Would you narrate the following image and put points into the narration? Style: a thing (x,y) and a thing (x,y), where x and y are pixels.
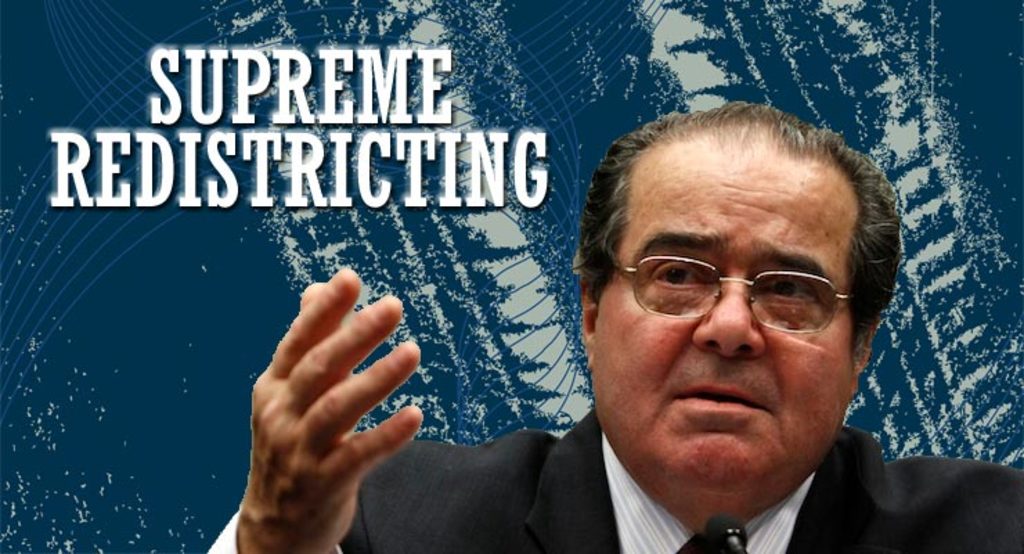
In this picture there is a man (760,459) who is wearing spectacle (676,256) and suit (591,524). Beside him I can see the edited image (393,248). In the top left corner (170,95) there is a watermark (280,114).
